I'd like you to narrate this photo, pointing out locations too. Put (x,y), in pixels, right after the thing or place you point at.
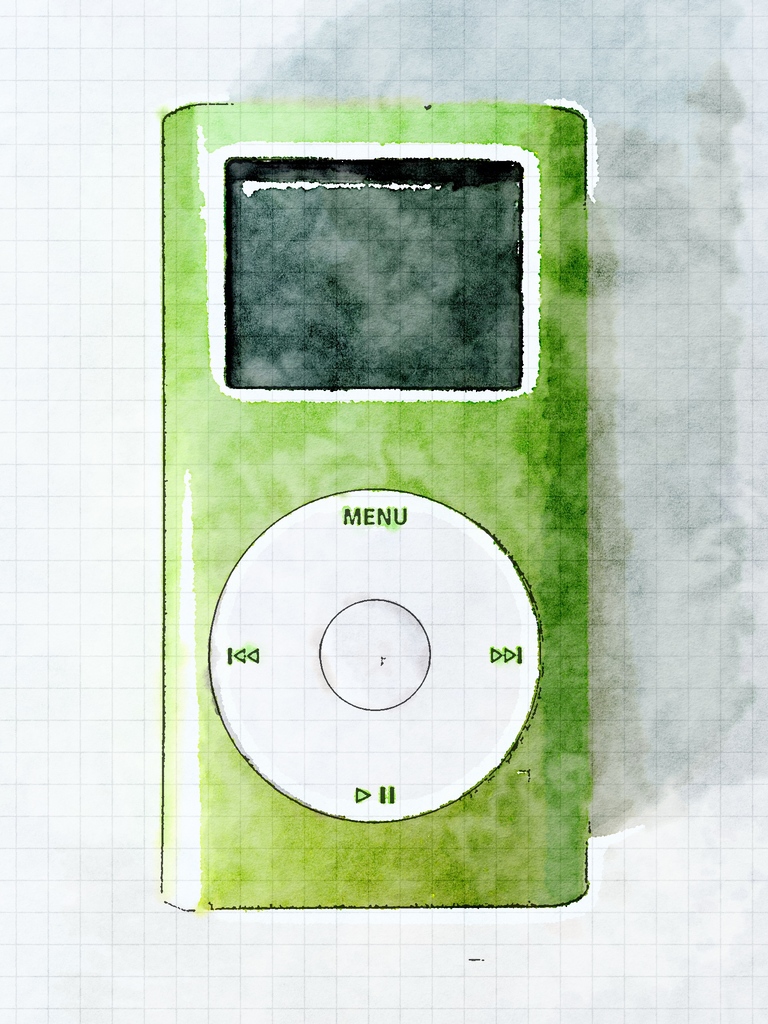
In the image we can see a painting (456,396) of an iPod (453,383), the iPod (463,399) is green and white color.
